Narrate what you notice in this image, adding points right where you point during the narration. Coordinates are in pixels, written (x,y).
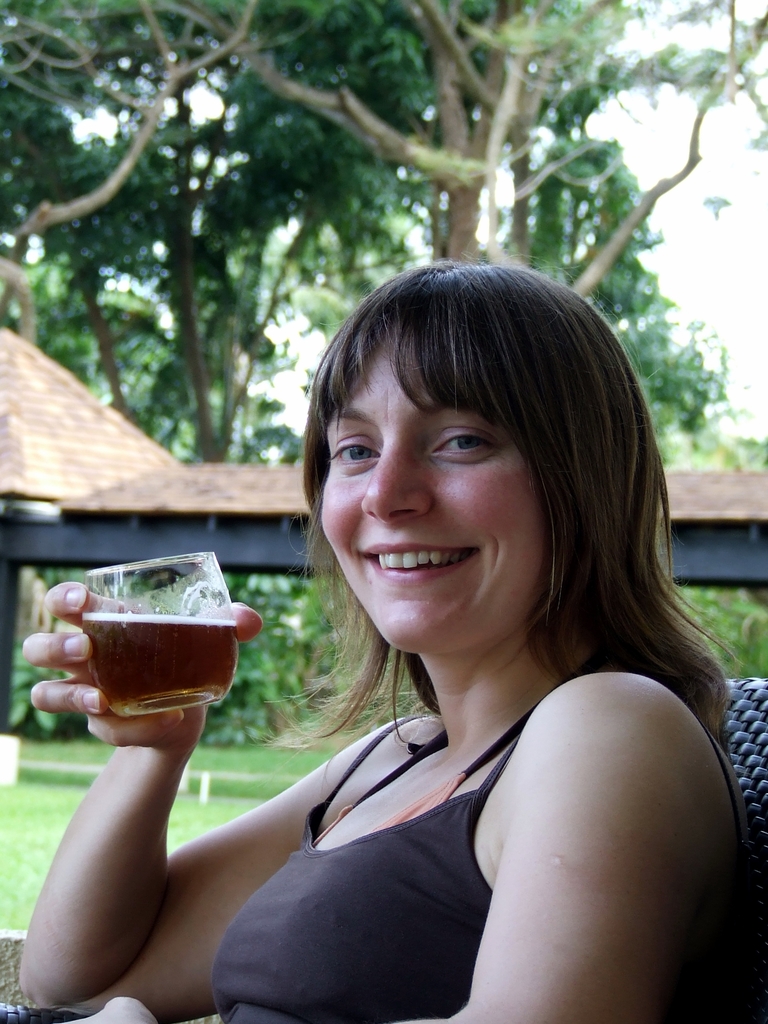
In this picture we can see woman (332,903) sitting and holding glass (142,666) in her hand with drink (158,656) in it and in background (156,447) we can see trees (232,250), houses (13,419), grass (253,768).
